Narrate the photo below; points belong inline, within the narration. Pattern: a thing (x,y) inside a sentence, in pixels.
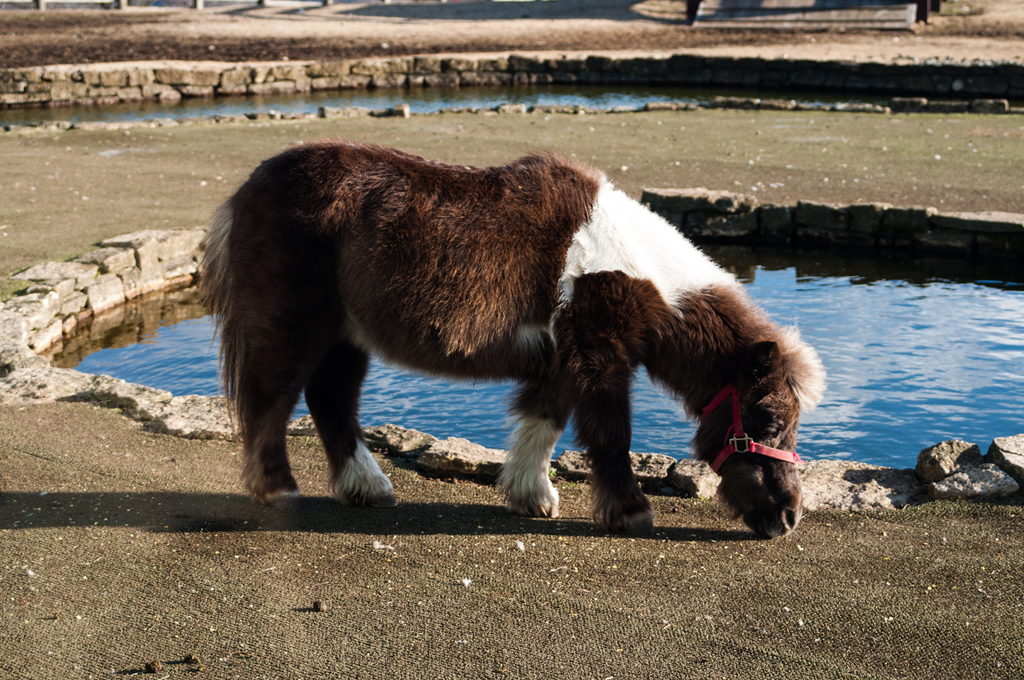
In this picture I can see an animal (740,364) standing, and in the background (446,99) there are stones (582,78) and water (870,298).
